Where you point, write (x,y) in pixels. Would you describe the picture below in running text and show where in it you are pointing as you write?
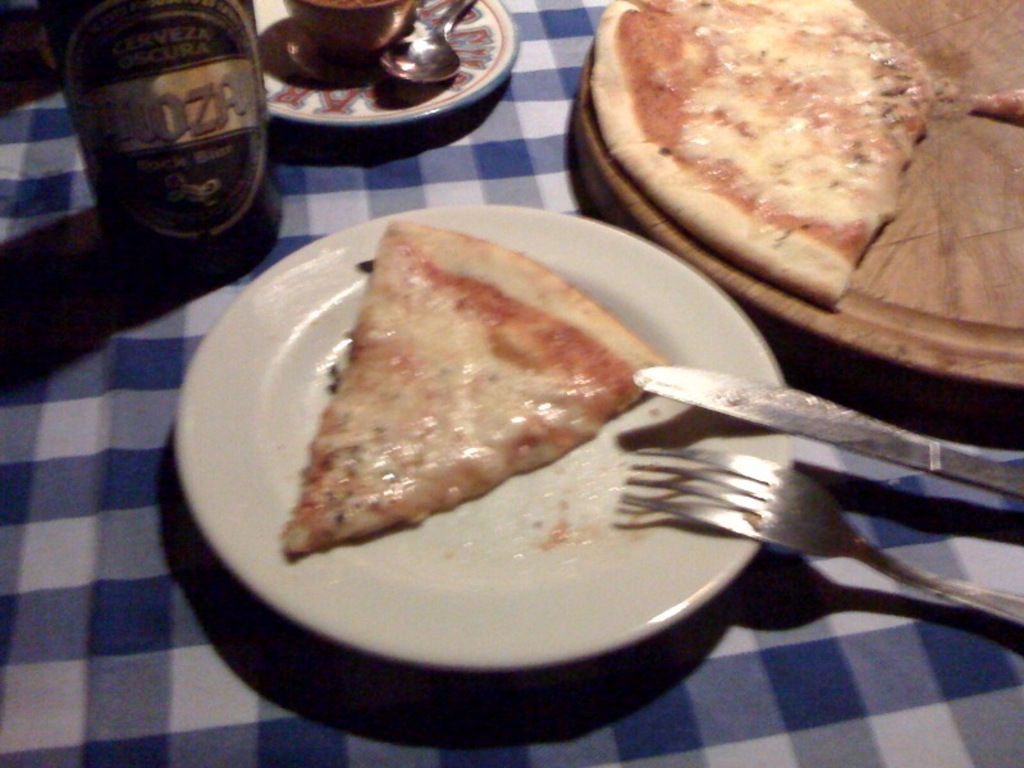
In the picture there is a pizza slice (533,438) kept on the plate (508,578) and beside that there is a knife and a fork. Beside the plate (666,259) on a wooden plate (923,159) there are two Pizza slices (673,155) and in the left side (222,135) there is a bottle (156,155) and beside that there is a cup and a saucer (403,116).
